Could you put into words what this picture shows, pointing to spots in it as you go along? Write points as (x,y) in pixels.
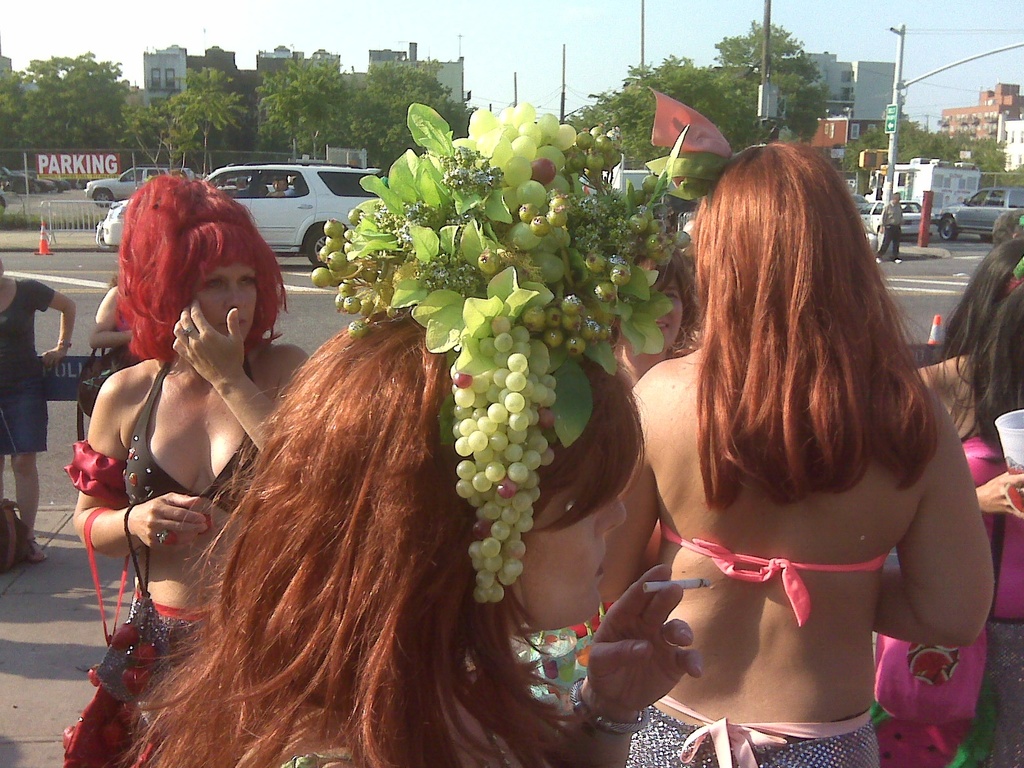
In this image there are few women (931,525) standing. Woman (990,401) at the right side (1003,407) is holding a glass (997,420) is wearing a bag (932,654). On road (927,264) there are few vehicles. Left side (4,522) there is person (46,290) standing and having a bag (6,500) on the pavement (74,614). A person (895,206) is walking on the road (927,291). Background (958,145) there are few trees (975,142), buildings (884,95) and sky (837,39).
